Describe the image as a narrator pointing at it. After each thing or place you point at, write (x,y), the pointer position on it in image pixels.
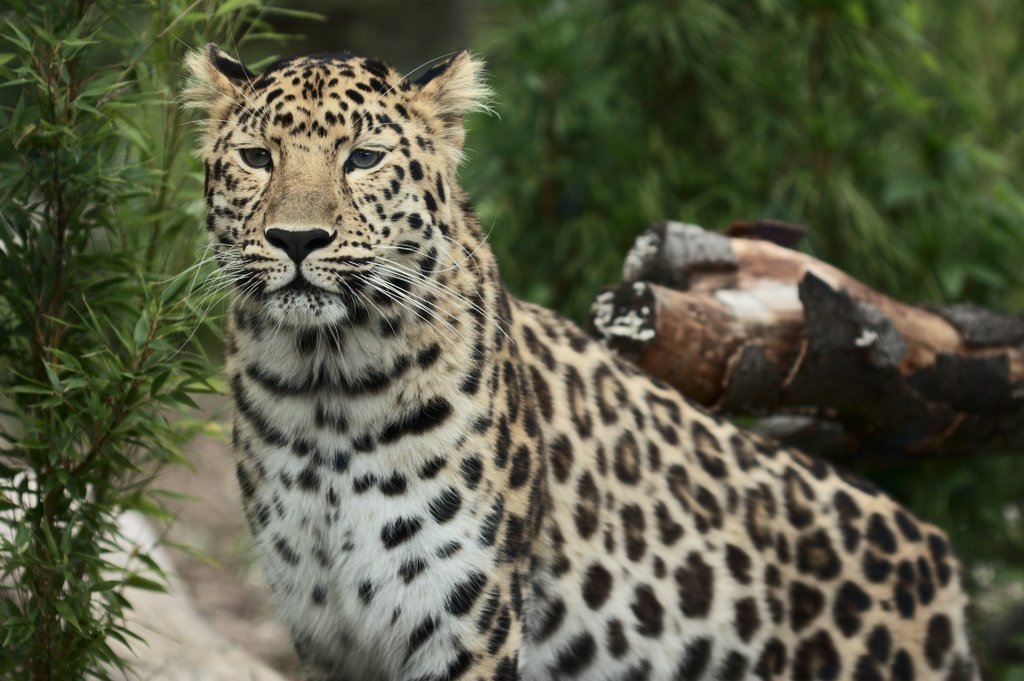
In the center of the image (358,286) we can see leopard (776,549). In the background (873,73) we can see trees (804,41) and plants (263,7).
